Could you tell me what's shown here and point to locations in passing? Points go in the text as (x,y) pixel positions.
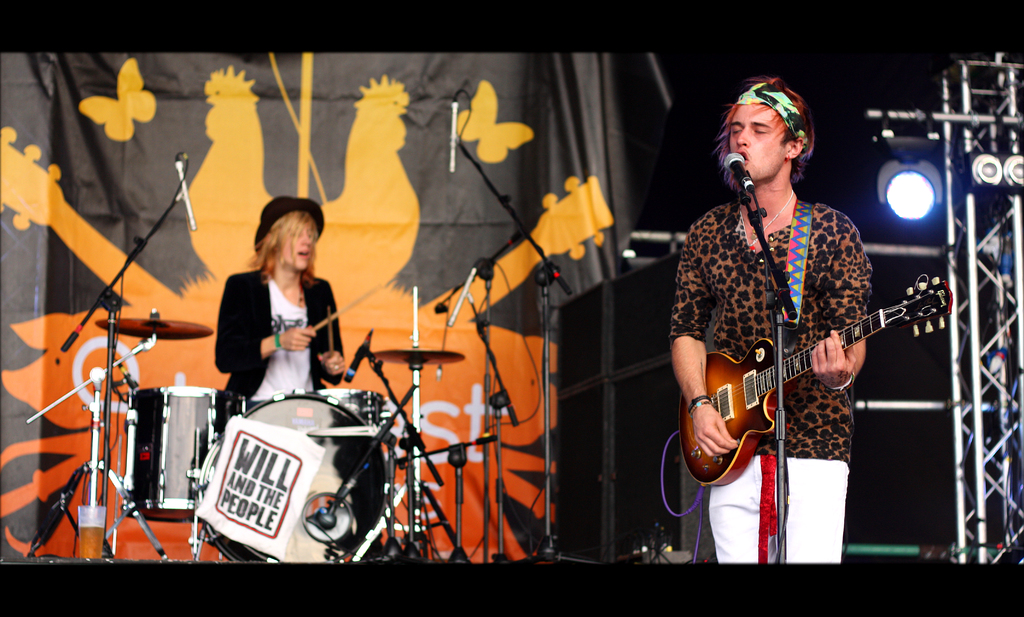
In this image I can see two people (820,239). One person (785,161) is standing in front of the mic (738,165) and playing guitar (749,372). And another one is playing drum set (199,399).
